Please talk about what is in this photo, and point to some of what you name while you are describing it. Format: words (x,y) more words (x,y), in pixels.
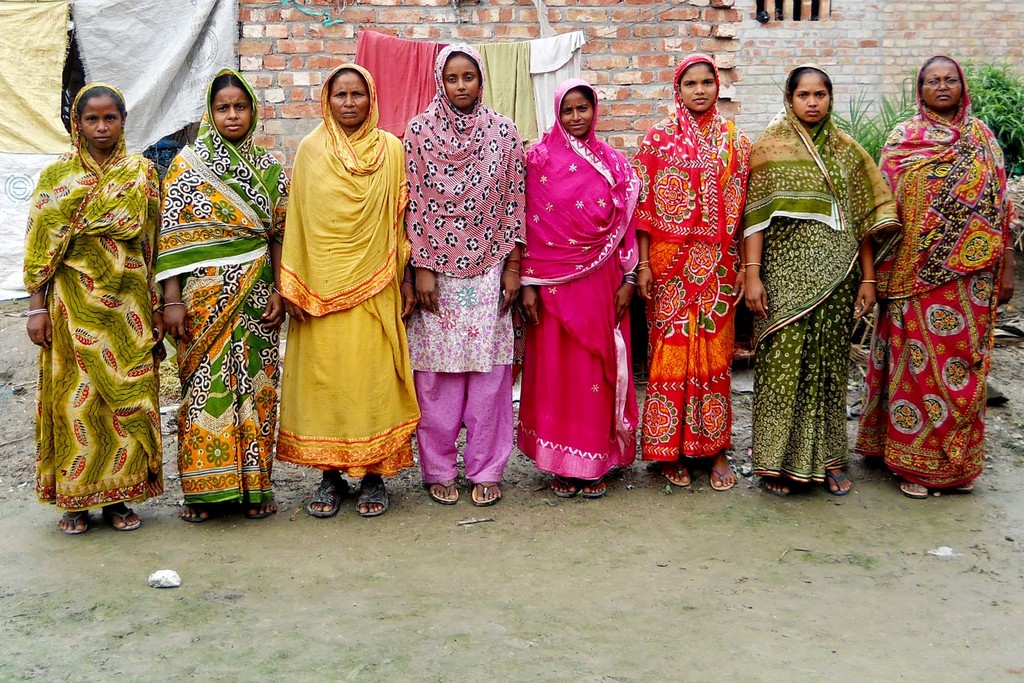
In this image, we can see some women (710,226) standing in a queue, in the background (635,86), we can see a brick wall (852,69) and we can see some clothes (517,91) on the rope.
